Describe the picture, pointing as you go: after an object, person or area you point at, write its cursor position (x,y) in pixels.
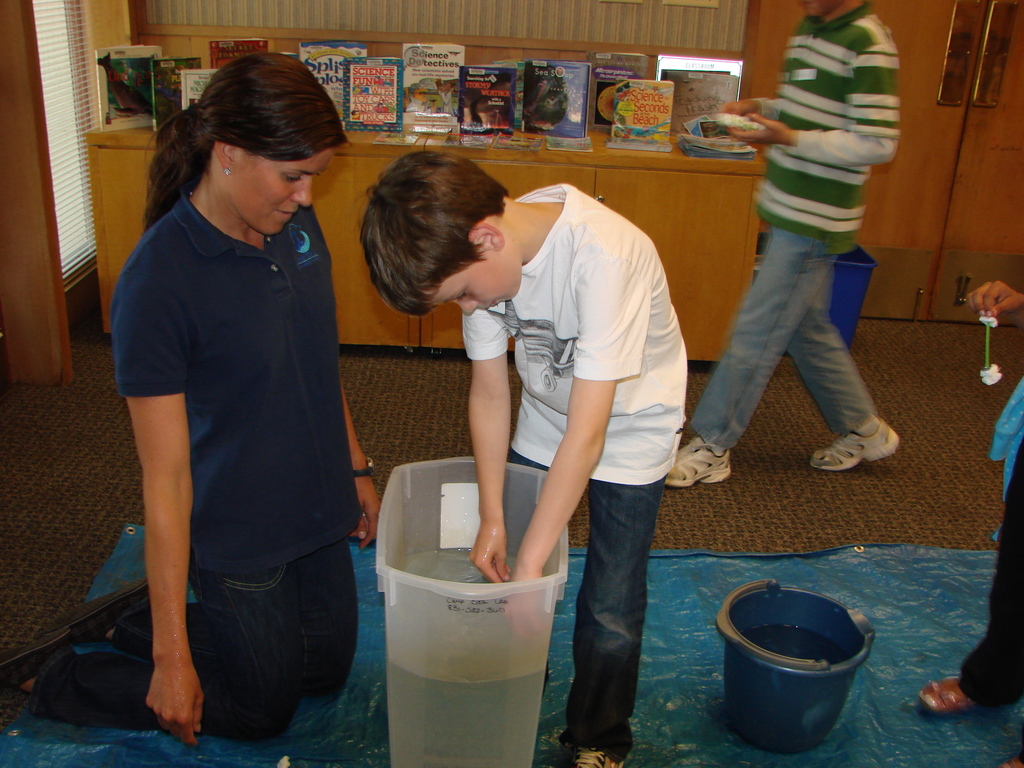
In this image we can see two persons (350,449) and plastic containers (470,662) with water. At the bottom of the image (722,680) there is a plastic sheet (927,737). In the background of the image (104,114) there are bookshelves (352,265), a person (822,26) and other objects (903,215). On the right side of the image (1000,692) it looks like a person (986,668).
